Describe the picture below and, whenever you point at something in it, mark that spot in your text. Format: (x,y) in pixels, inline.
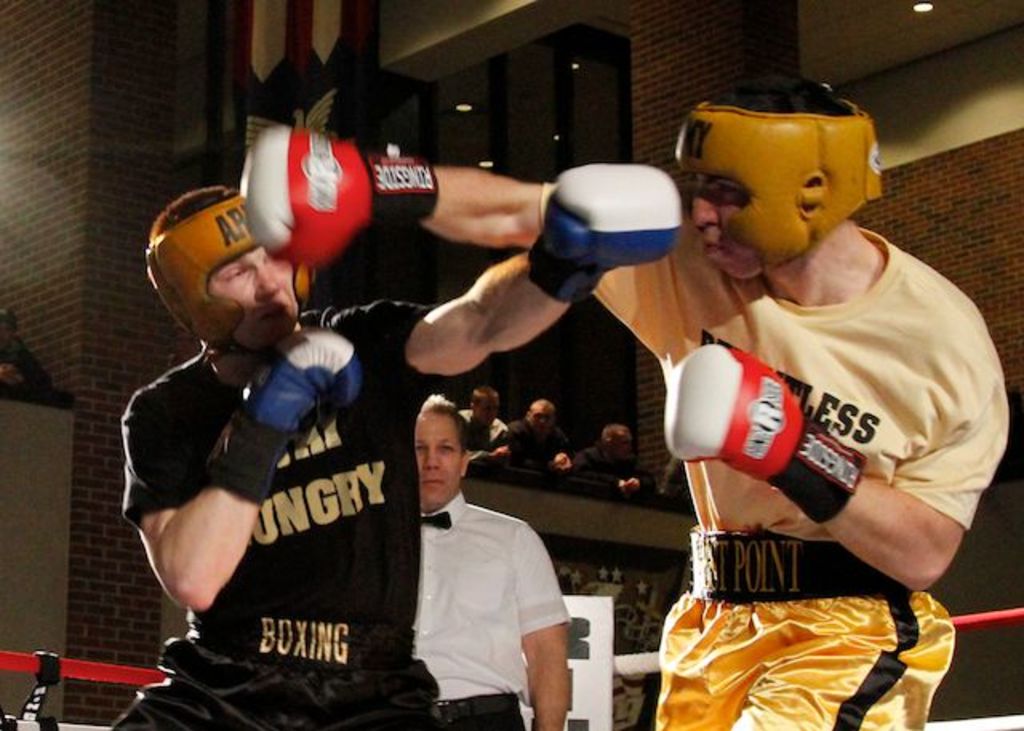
In this image we can see two persons (838,448) boxing. In the background (479,608) we can see a person (487,596) with a white shirt (541,580). Image also consists of lights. There are also persons (574,456) watching boxing.
